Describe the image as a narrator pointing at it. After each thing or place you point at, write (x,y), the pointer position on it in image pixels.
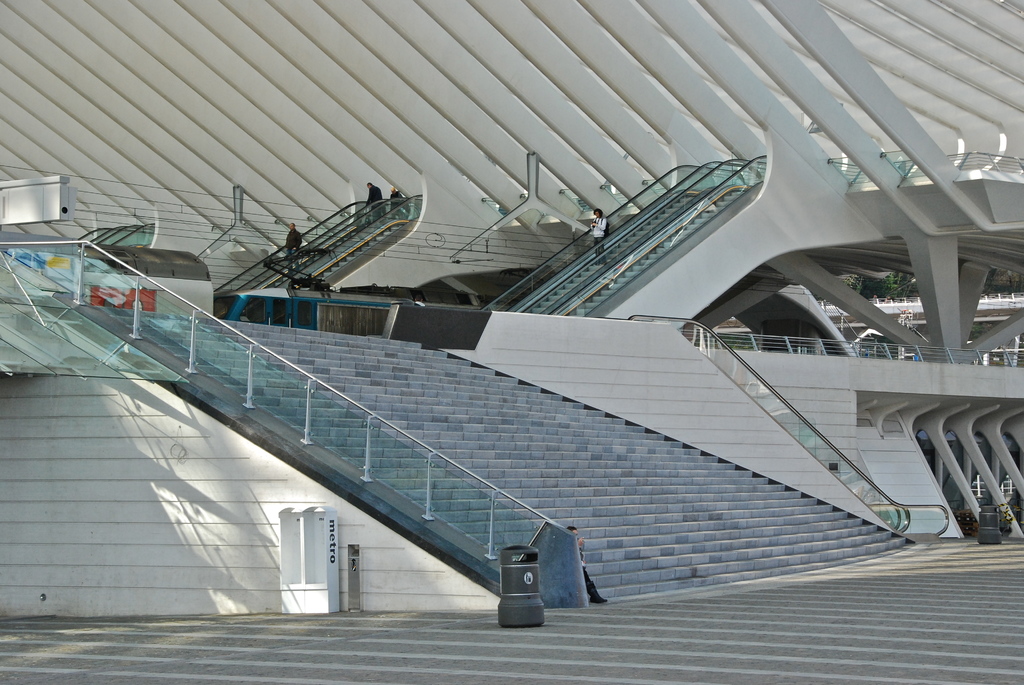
As we can see in the image there is a building (908,258), fence (185,304) and stairs (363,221). Here there are few people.
